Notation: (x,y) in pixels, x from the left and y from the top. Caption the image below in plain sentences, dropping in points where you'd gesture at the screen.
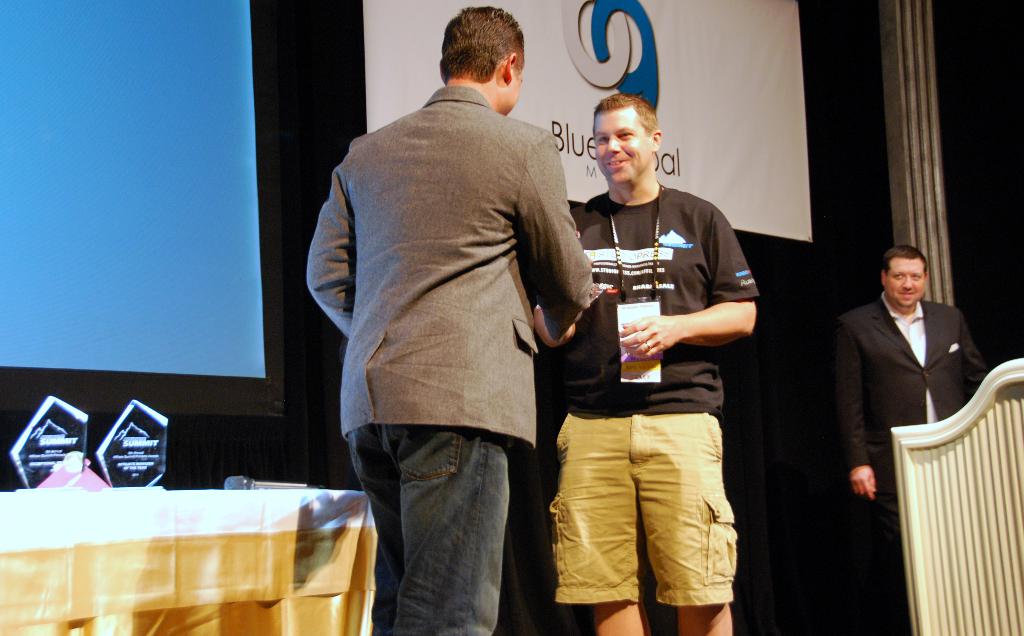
This is the picture taken on a stage (846,566). There are three persons (605,512) standing on the stage (802,568). Behind the people (458,311) there is a table (254,502), microphone (254,487) and a banner (650,77).
